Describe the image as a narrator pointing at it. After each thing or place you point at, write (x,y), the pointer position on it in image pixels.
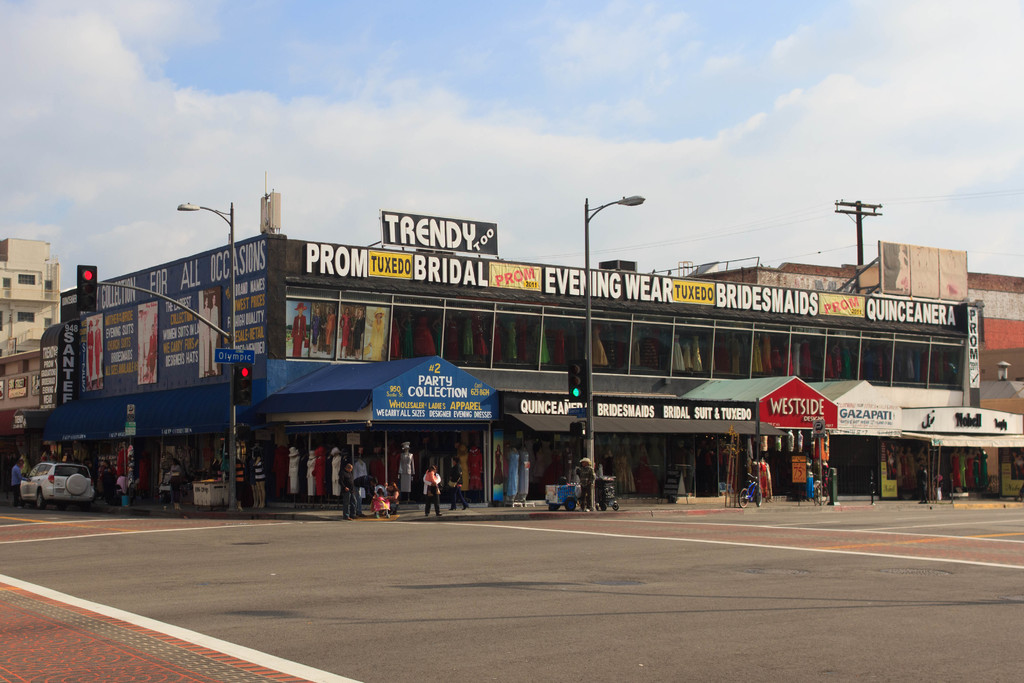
In this image we can see some buildings (627,304) with windows (360,350) and signboards (442,395) with some text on it. We can also see some mannequins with dresses (679,366) which are placed inside the building (603,371). We can also see a car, some people (115,493), trolleys (206,499), traffic pole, street poles (592,388) and a bicycle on the road (542,525). On the top of the image (401,166) we can see an utility pole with wires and the sky (592,195) which looks cloudy.
